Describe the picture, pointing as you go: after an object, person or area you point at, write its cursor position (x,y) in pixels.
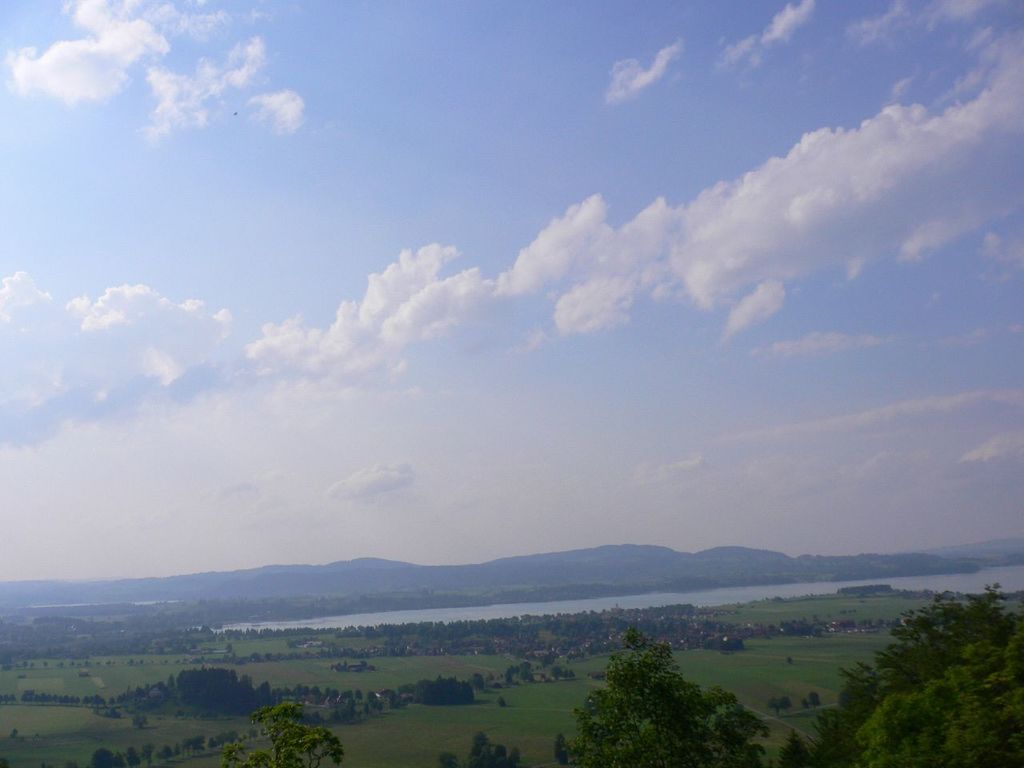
There are some trees (284,760) on the grassy land (549,696) as we can see at the bottom of this image (578,679). There is a sea (741,595) and some mountains (506,575) in the background (691,571). There is a cloudy sky (478,377) at the top of this image (480,252).
